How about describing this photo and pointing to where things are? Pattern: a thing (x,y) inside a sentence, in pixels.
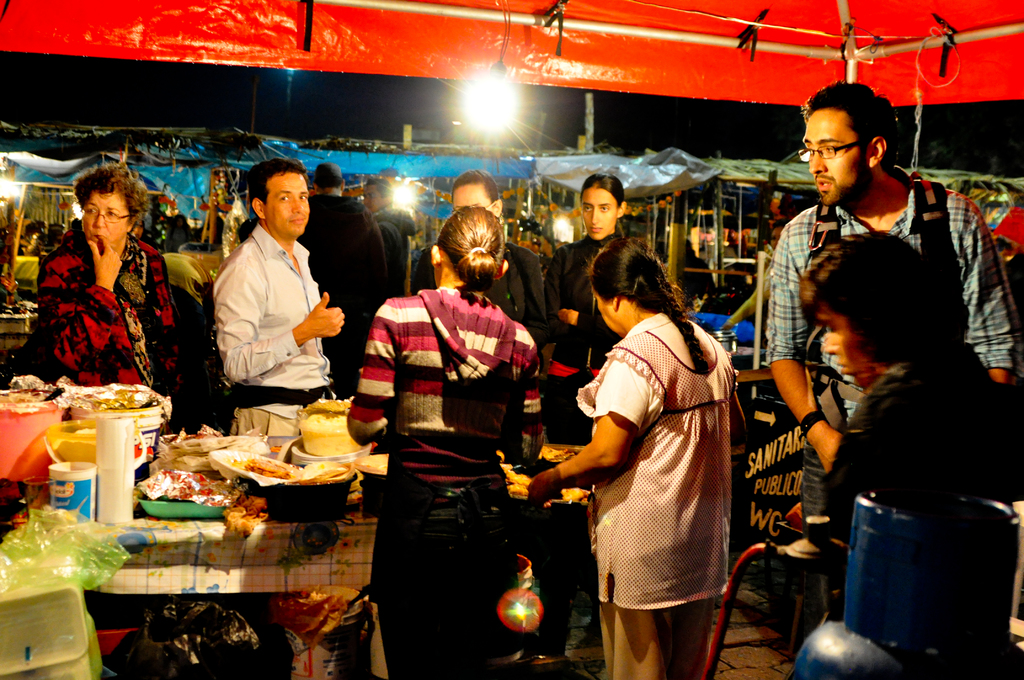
In this image we can see many people (659,433). There are tents (699,166). Also there are lights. And there is a table (345,555) with many items (197,442). Two persons (48,266) are wearing specs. Also there are packets (182,617).
